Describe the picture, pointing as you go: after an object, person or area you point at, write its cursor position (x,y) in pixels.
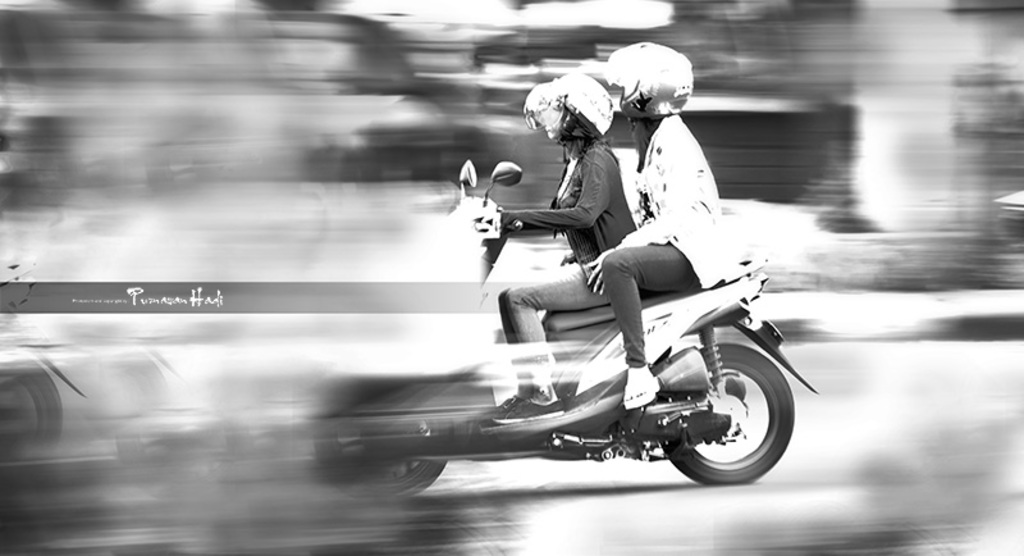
Two women (576,153) are riding a bike (473,261) on a road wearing helmets (601,93).
